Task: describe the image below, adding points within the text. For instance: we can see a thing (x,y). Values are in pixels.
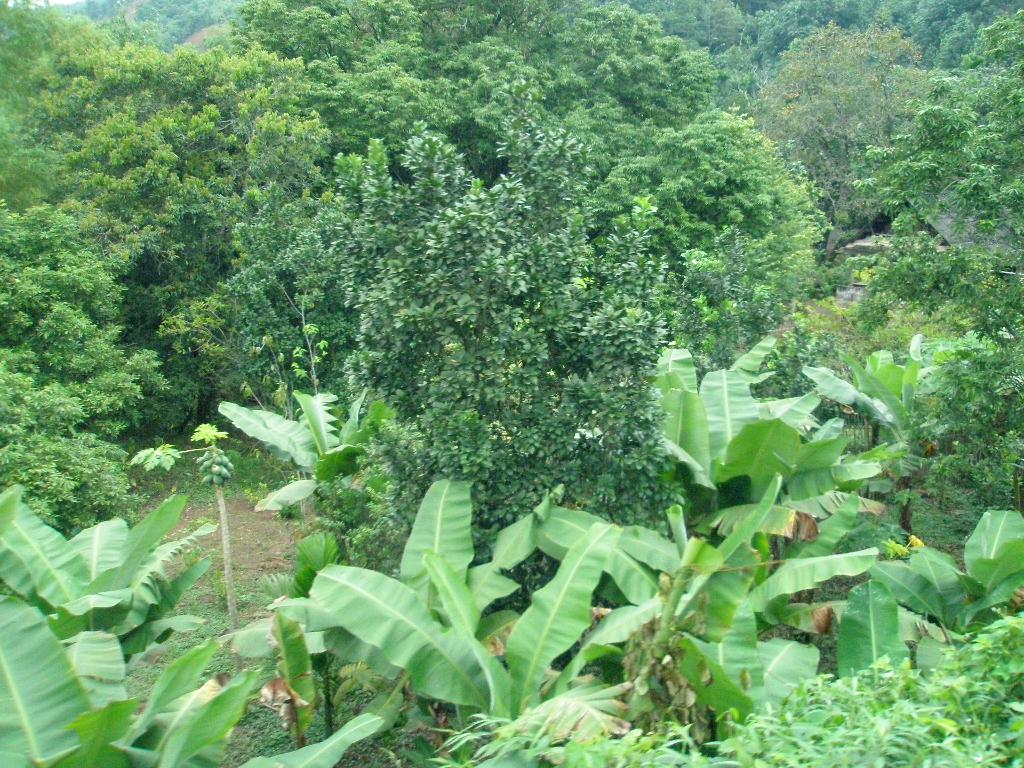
In this image I can see number of trees (453,479).
